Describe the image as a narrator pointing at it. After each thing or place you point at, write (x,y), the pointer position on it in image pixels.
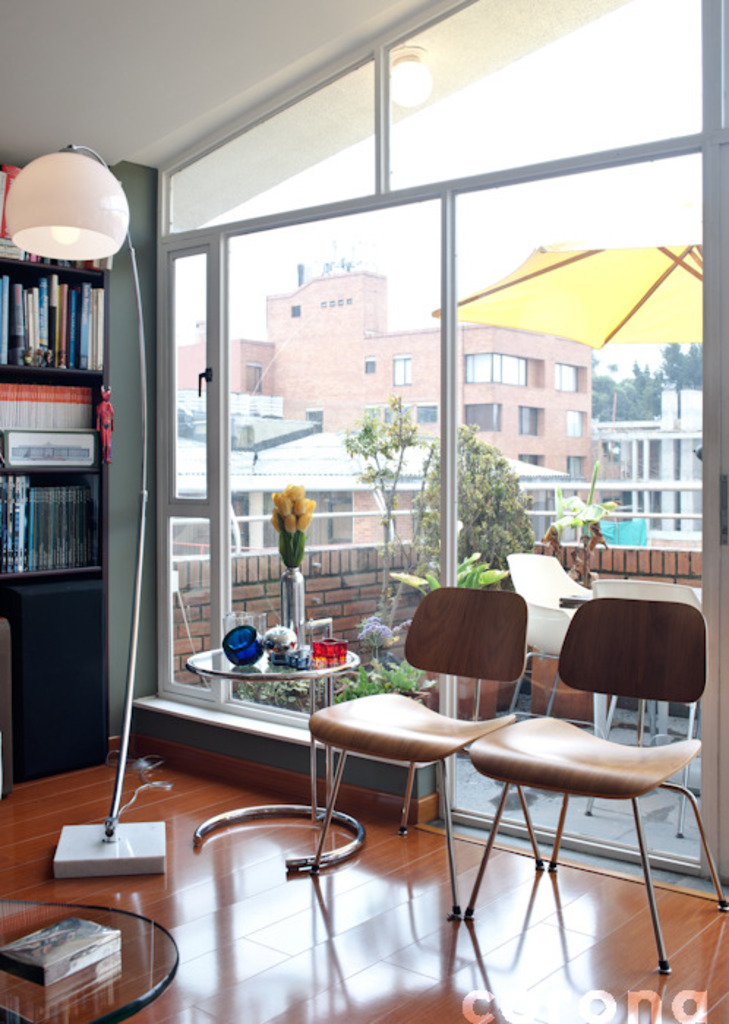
In this picture we can see a room (602,856) made of wooden floor (394,856) and glass windows (714,420). Here we can see chairs (531,848), tables (46,1017), light lamps (108,821), bookshelves (1,259) with books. Outside the window (346,461) we can see tables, chairs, flower vases (284,548), plants (377,461) and buildings (540,467).
